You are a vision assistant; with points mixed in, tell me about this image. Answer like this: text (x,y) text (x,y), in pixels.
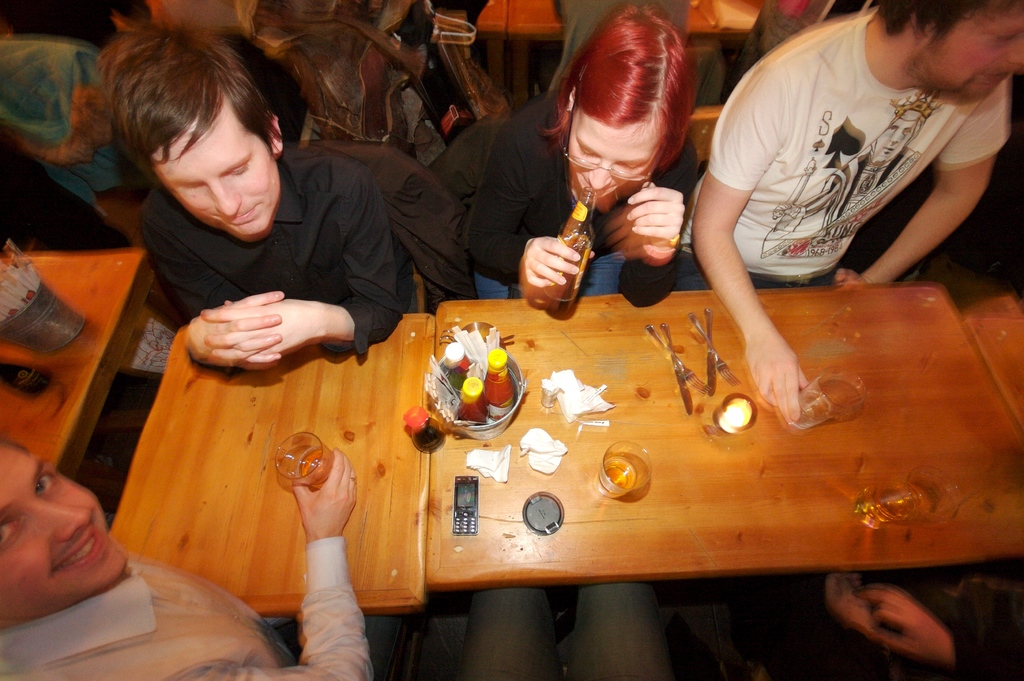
in this image i can see there are three persons (563,148) in front of a table (546,324), on the table (536,342) there is a bottle (485,395) and there is a glass (824,407) and forks (692,376), mobile phones (456,511) and tissue paper (547,450) kept on that. on the left side (61,602) corner a person (111,595).
